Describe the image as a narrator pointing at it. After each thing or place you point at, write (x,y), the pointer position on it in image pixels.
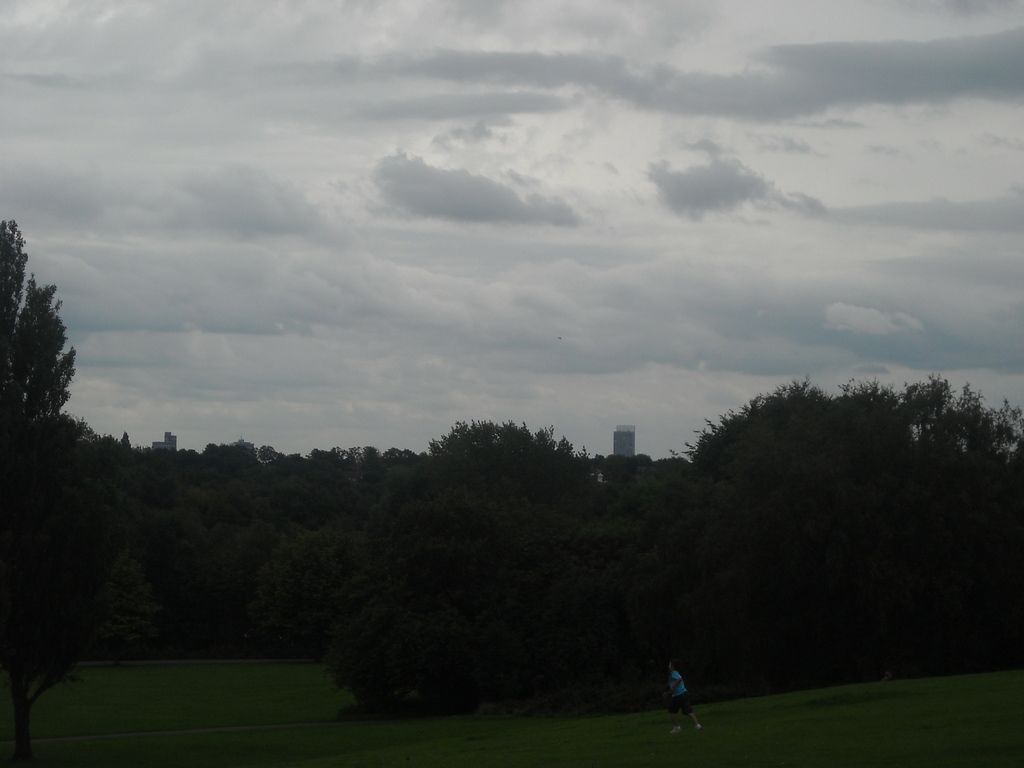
In this picture we can see a person (689,706) is running on the grass path (663,723) and behind the person (672,679) there are trees (657,562) and a cloudy sky (678,328).
